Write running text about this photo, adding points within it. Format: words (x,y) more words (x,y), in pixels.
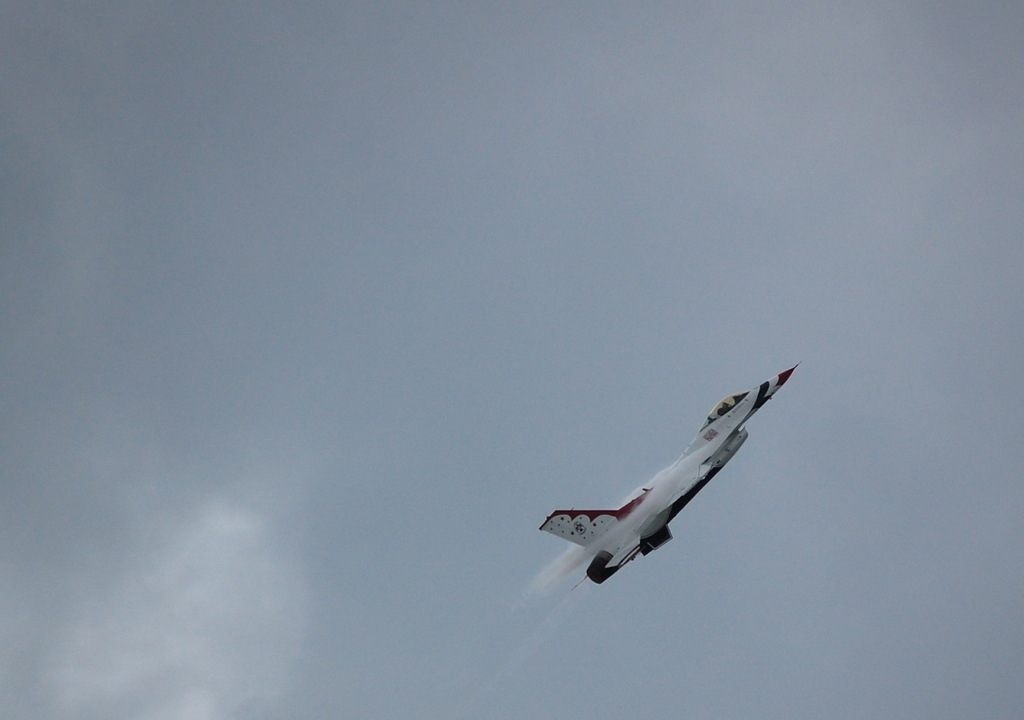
In the image there is an aircraft (630,521) flying in the sky (481,433).
